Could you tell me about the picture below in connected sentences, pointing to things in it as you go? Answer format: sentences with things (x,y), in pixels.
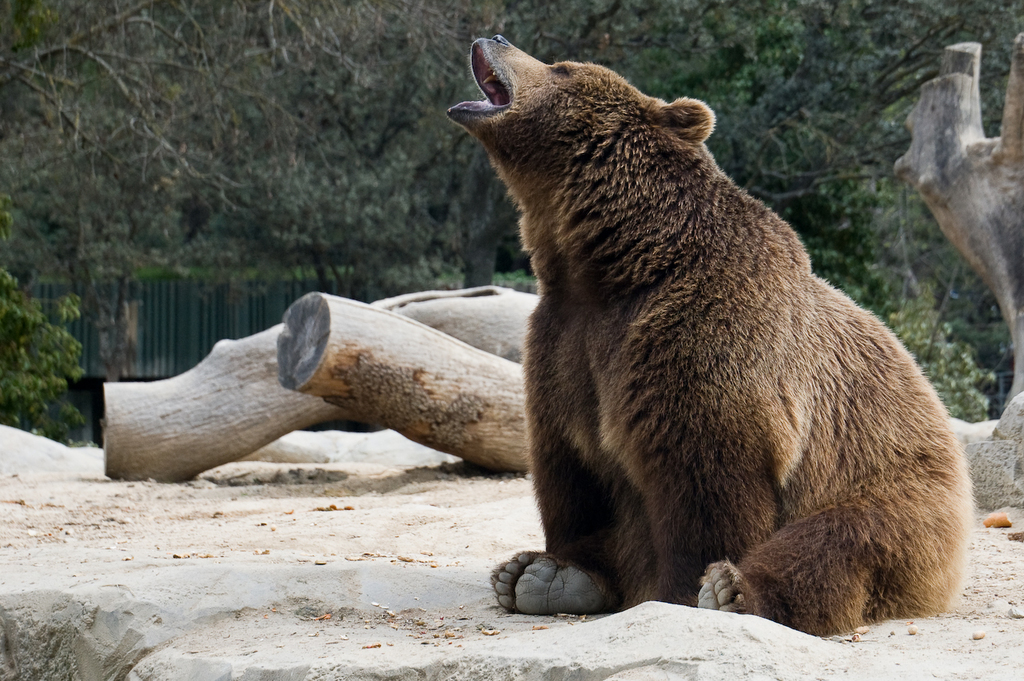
In this image, we can see an animal (613,435). We can see the ground (329,436) with some objects (333,352) like wood (319,309). There are a few trees (370,185). We can also see the fence (157,371).
